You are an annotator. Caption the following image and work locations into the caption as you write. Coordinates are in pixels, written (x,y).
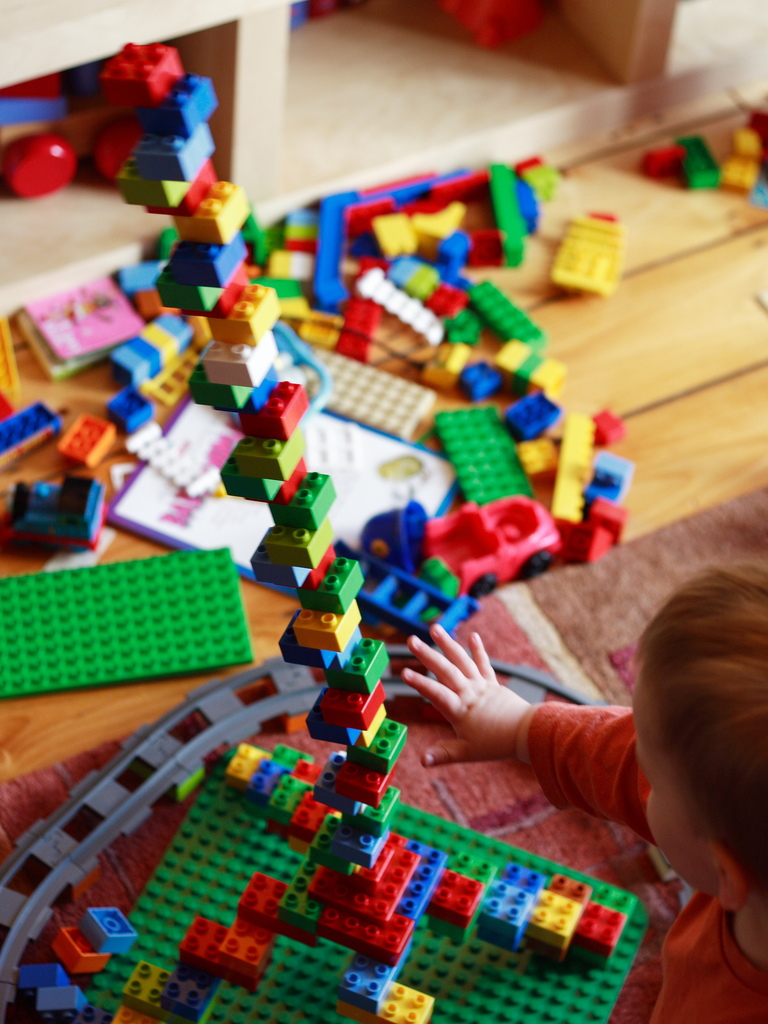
Floor (640,498) with carpet (683,537). Here we can see a kid (683,820). In-front of this kid (692,858) there are building blocks (259,889) and toys (13,374). That is card (267,507).
